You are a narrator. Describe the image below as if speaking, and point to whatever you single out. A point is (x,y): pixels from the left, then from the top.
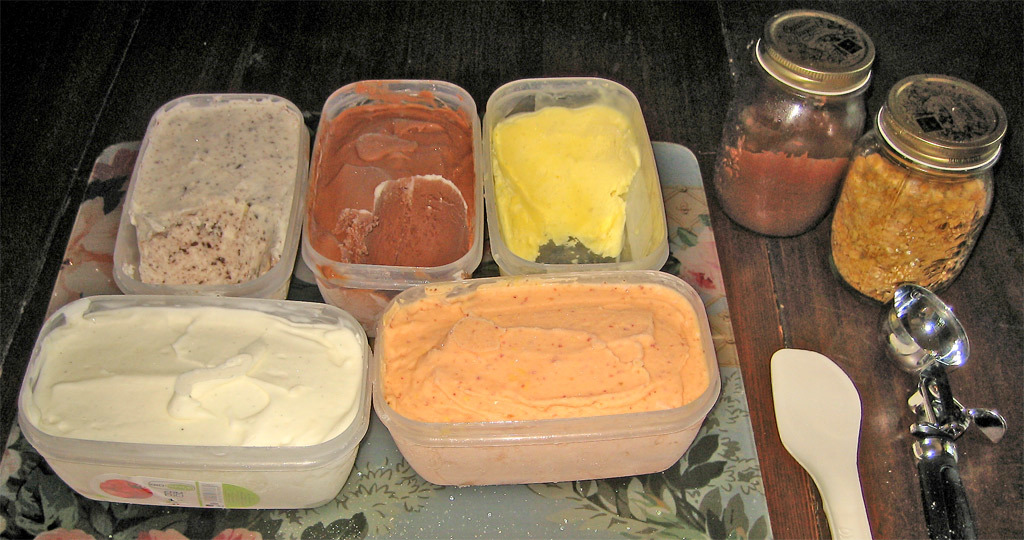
In this image there is a tray (49,505) with some ice cream boxes (366,414) in it, beside that there are two jars (976,194) with some toppings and also there is a scooper (957,536) and some white spoon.
